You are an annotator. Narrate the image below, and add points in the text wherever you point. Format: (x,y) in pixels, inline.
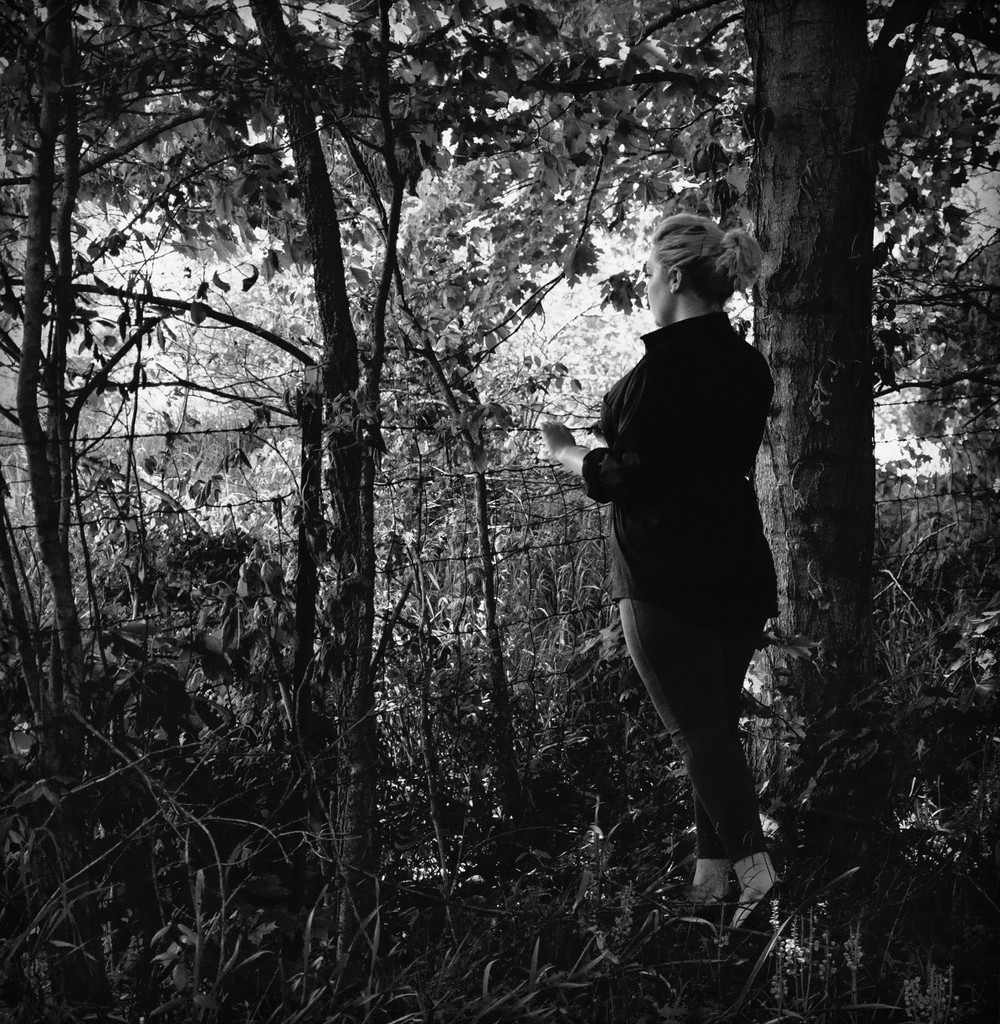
In this image I can see a person (748,520) is standing. I can see few trees (592,153) and fencing (463,557). The image is in black and white.
